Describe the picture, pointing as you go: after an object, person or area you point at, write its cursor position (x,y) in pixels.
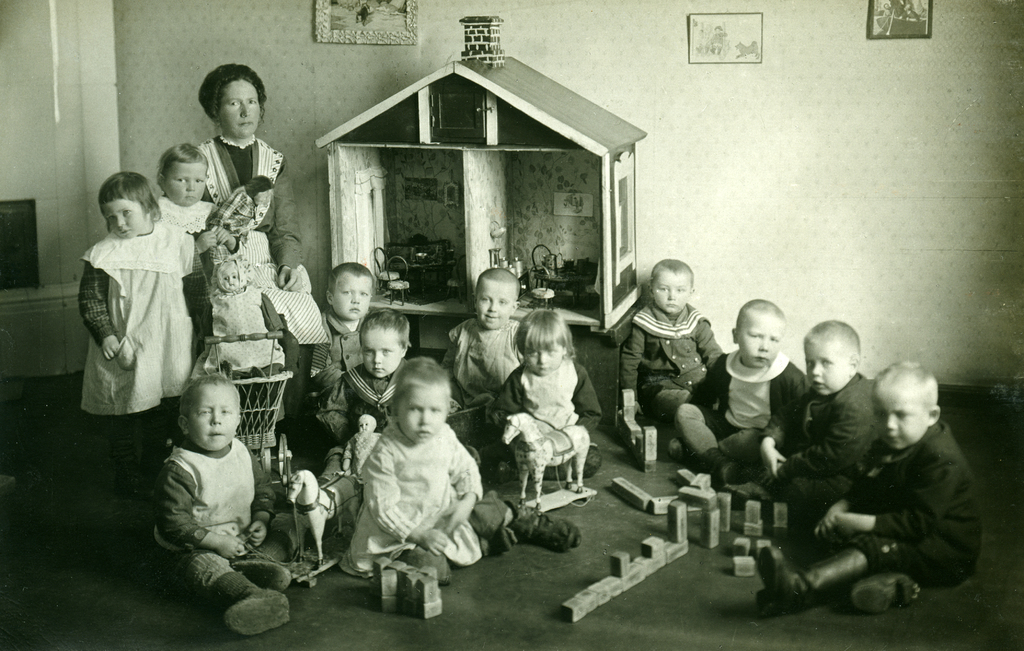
This is a black and white image in this image there are a group of children (742,376) some of them are standing and some of them are sitting and there is one woman (263,169) in the background (424,176) there is one small house (532,251) and wall (942,252) on the wall (929,98) there are some photo frames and the children (235,532) are playing with some toys (613,596) at the bottom (424,602) there are some toys (752,507) and on the left side (18,243) there is some object (31,231) and it looks like a stove (19,271).
